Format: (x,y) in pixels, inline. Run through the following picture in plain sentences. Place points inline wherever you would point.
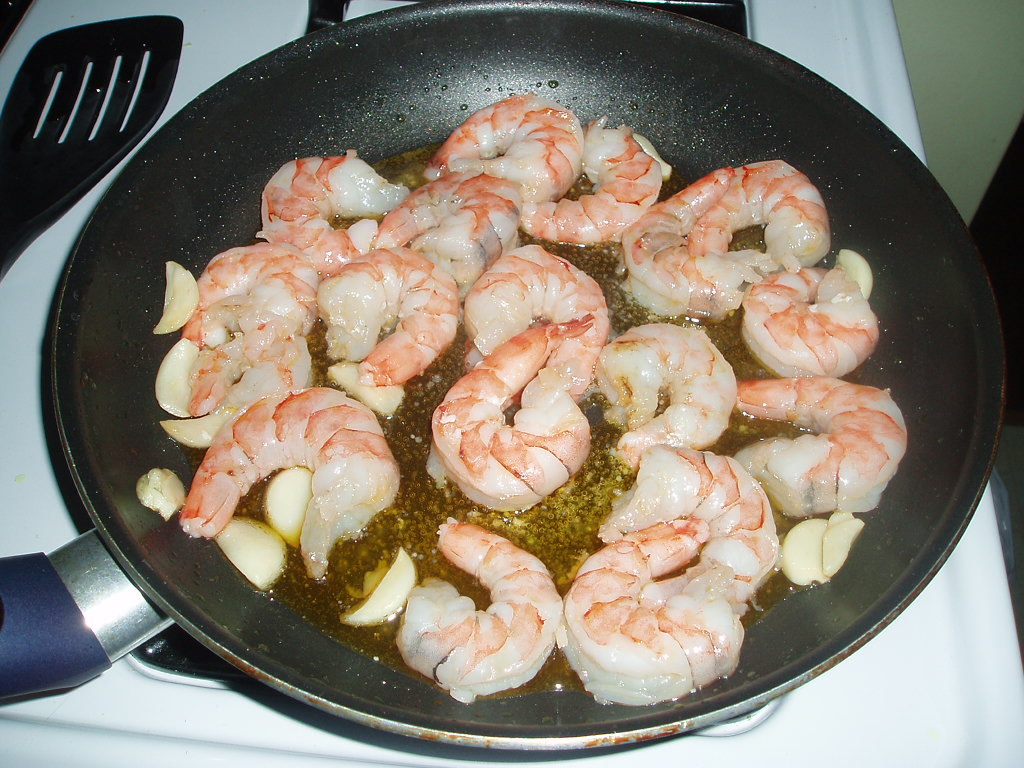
In this picture we can see food (446,461) in a pan (232,573) on the stove (254,27) and we can see spoon (145,85).
